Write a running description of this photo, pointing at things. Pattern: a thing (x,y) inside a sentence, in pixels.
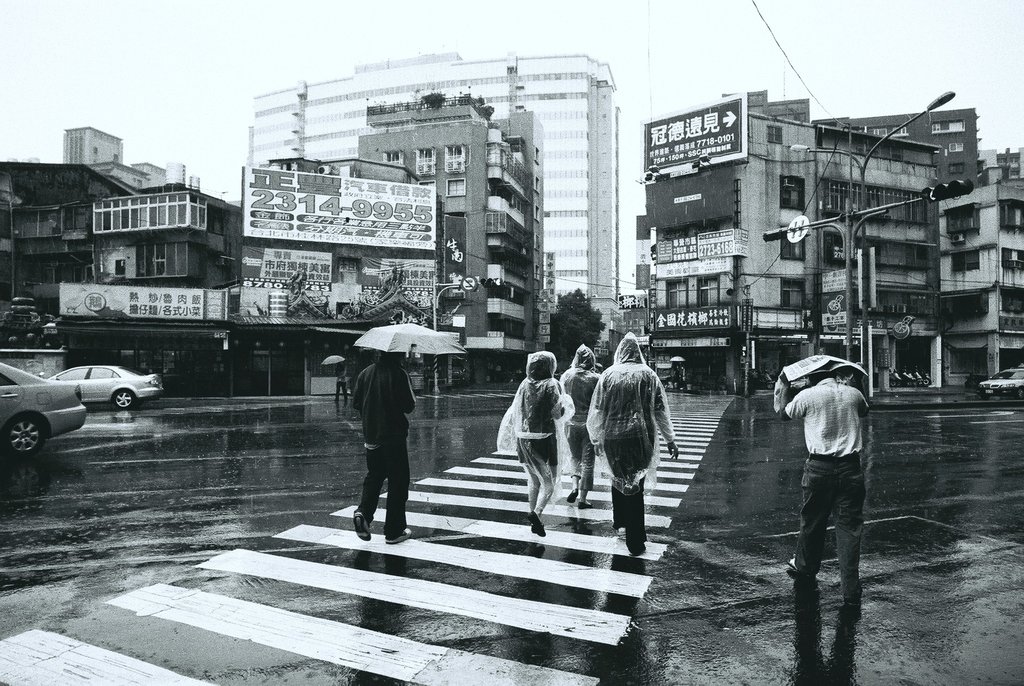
In the foreground (388,397) I can see a group of people (540,405) is holding umbrellas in their hand (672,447) and a few of them are wearing rain coats (620,437) are walking on the road (502,512). In the background (855,305), I can see fleets of vehicles (12,418), buildings (490,375), boards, hoardings (540,294), light poles (847,230) and the sky (231,58). This image is taken may be during a rainy day.
